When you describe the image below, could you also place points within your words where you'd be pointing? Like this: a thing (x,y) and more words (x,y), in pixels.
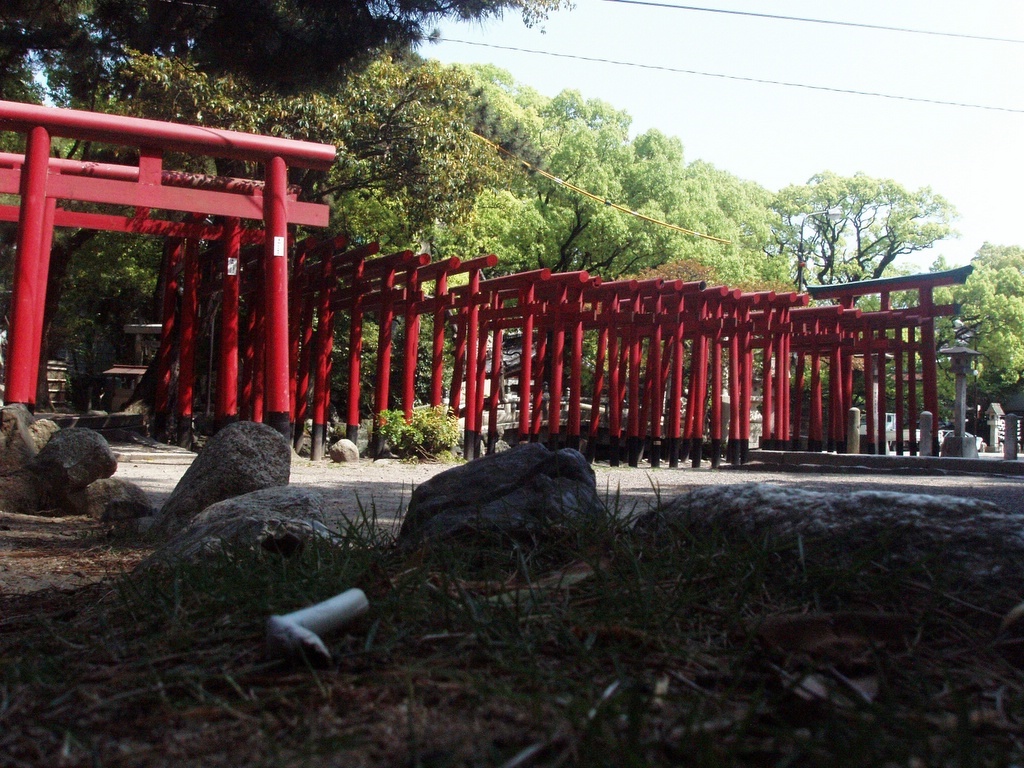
At the bottom of the image (452,623) there is grass (523,638). There are stones (266,516). There are red color poles (254,320). In the background of the image (401,217) there are trees (611,161). At the top of the image (640,57) there is sky (676,44) with wires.
